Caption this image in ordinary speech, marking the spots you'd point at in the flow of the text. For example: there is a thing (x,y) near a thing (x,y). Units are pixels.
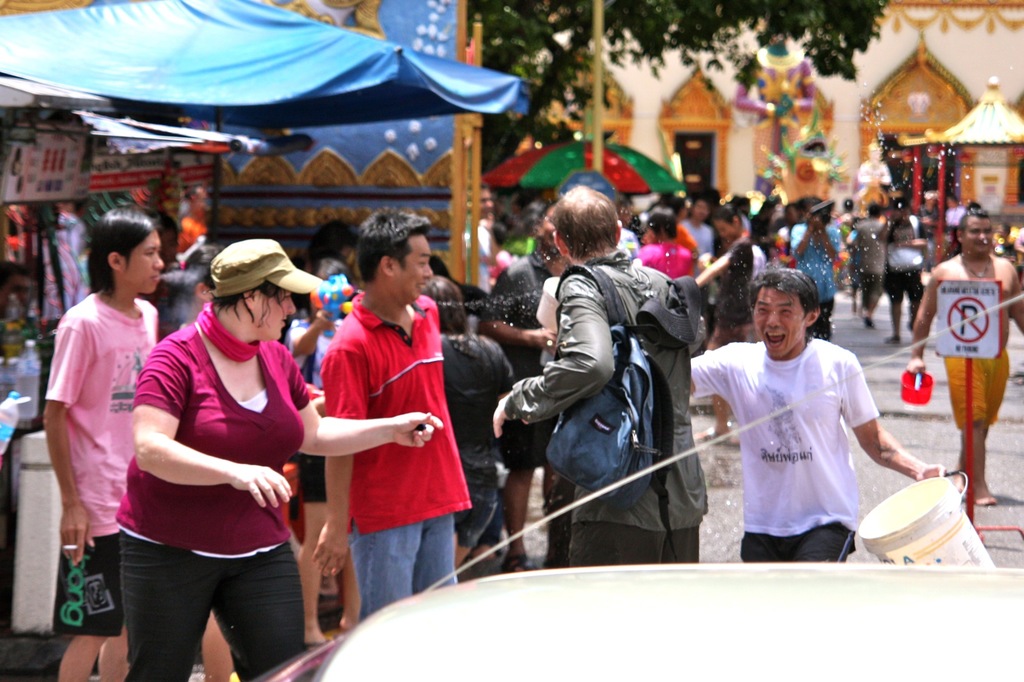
In this picture we can see some people (595,346) walking, on the left side (112,195) there is a store (112,196), a person (817,455) on the right side (763,428) is holding a bucket (905,503), in the background (626,10) there is a tree (641,10), an umbrella (623,170) and a building (854,94), we can see a sign board (970,326) on the right side (961,316), at the right bottom (765,634) there is a vehicle (763,617).
